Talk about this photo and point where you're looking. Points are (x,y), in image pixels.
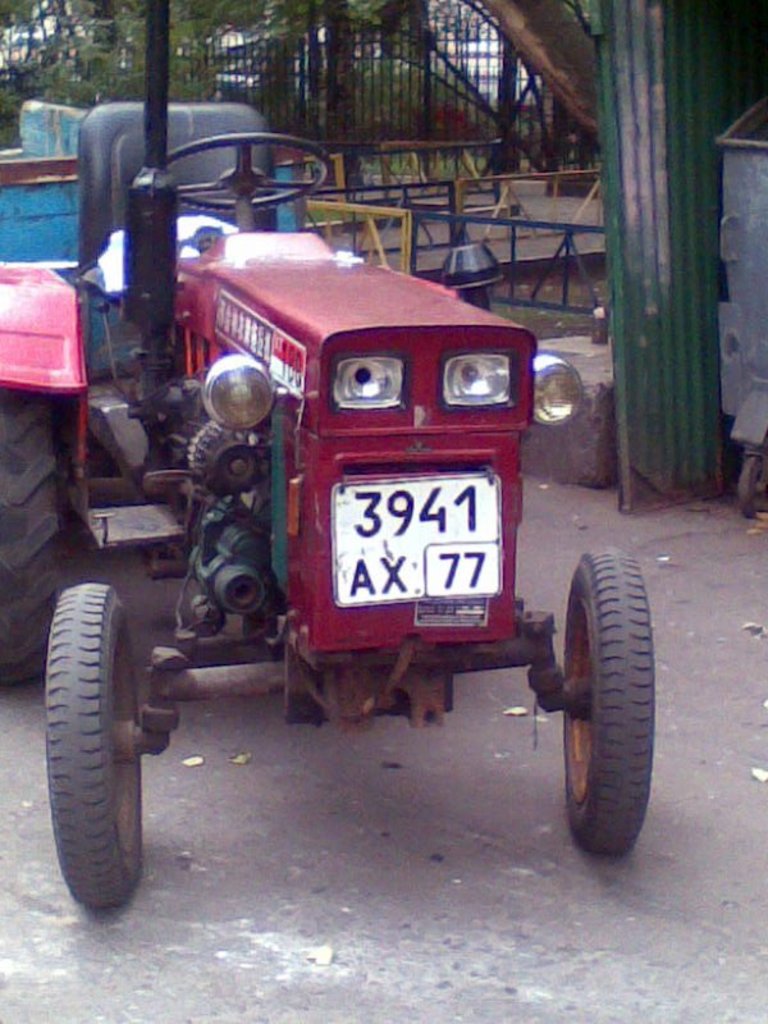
In this image we can see a tractor (422,621) on the ground (341,796). On the backside (592,228) we can see a trolley (723,171), fence (530,219), bark (512,17) of a tree (522,15) and some trees (368,103).
